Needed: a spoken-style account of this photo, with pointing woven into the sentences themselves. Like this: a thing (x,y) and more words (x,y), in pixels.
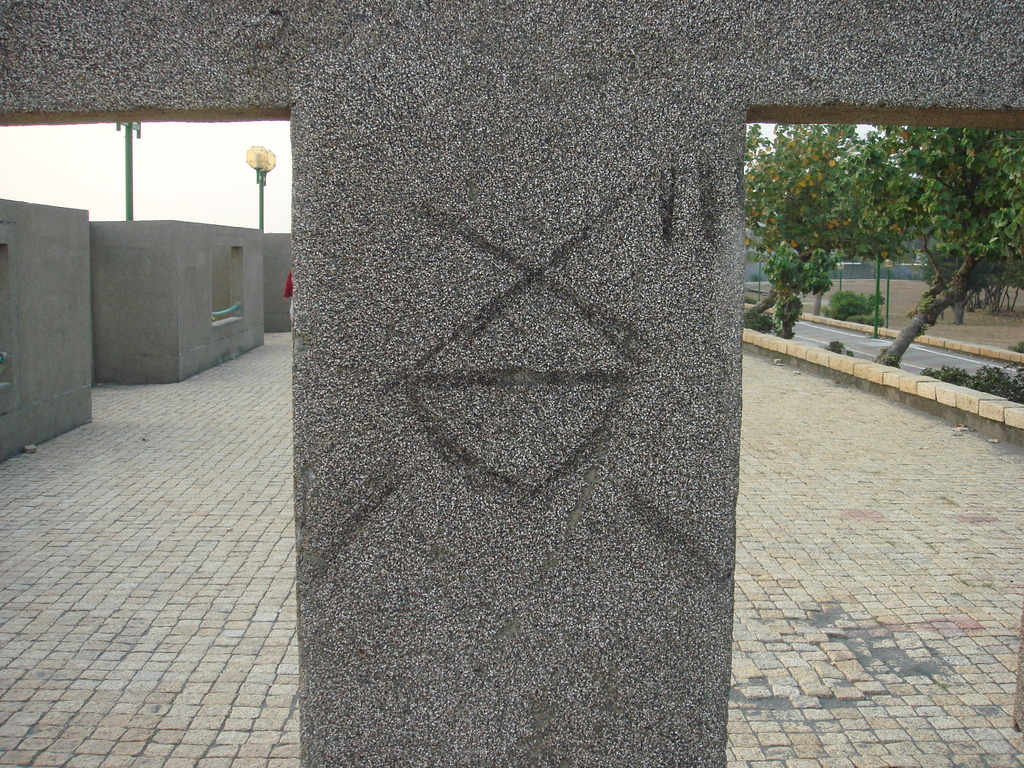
In this picture I can see a stone (548,270) in the middle (495,274), on the left side (207,229) there are walls (240,303) and a light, on the right side (847,151) I can see few trees (889,231) and a road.
